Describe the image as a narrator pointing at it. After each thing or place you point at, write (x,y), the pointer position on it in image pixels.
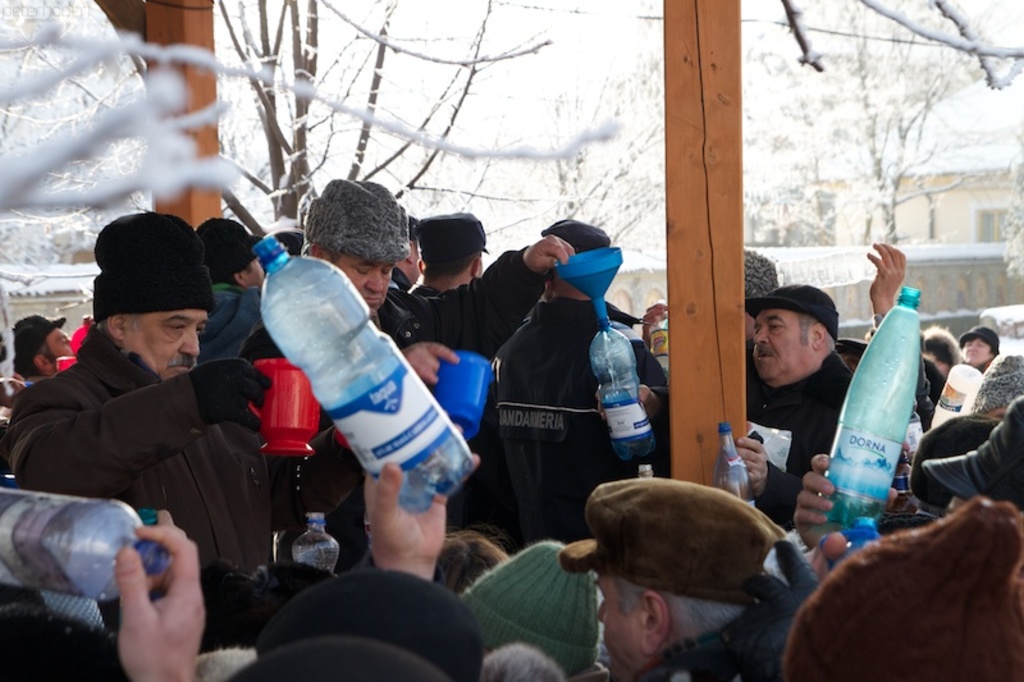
As we can see in the image, there are few people (166,469) holding mugs (279,413) and bottles (339,366) in their hands (176,679) and the trees (271,86) are covered with snow (289,82).
